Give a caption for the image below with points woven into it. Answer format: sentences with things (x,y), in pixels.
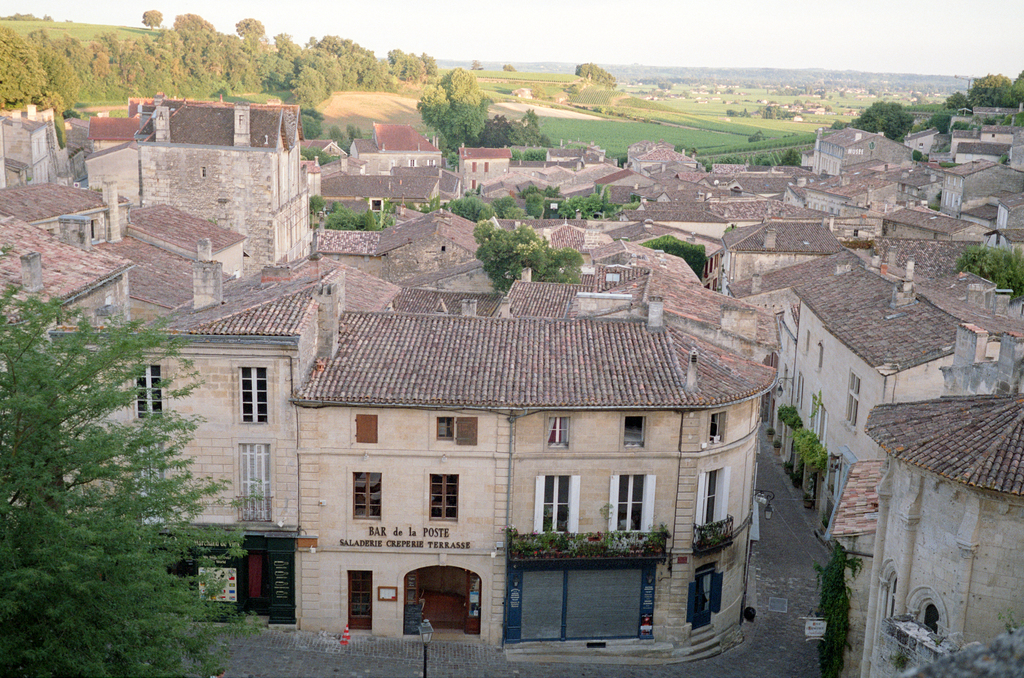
In this picture there are buildings (602,341) and trees (19,518) and there are street lights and there is text (396,538) on the building (447,555). In the foreground (588,555) there are plants (606,551) on the railing (606,551). At the top (478,18) there is sky (454,15). At the bottom (789,550) there is a road (794,535) and there is grass (608,127) and there are roof tiles (380,319) on the top of the buildings (484,322).
